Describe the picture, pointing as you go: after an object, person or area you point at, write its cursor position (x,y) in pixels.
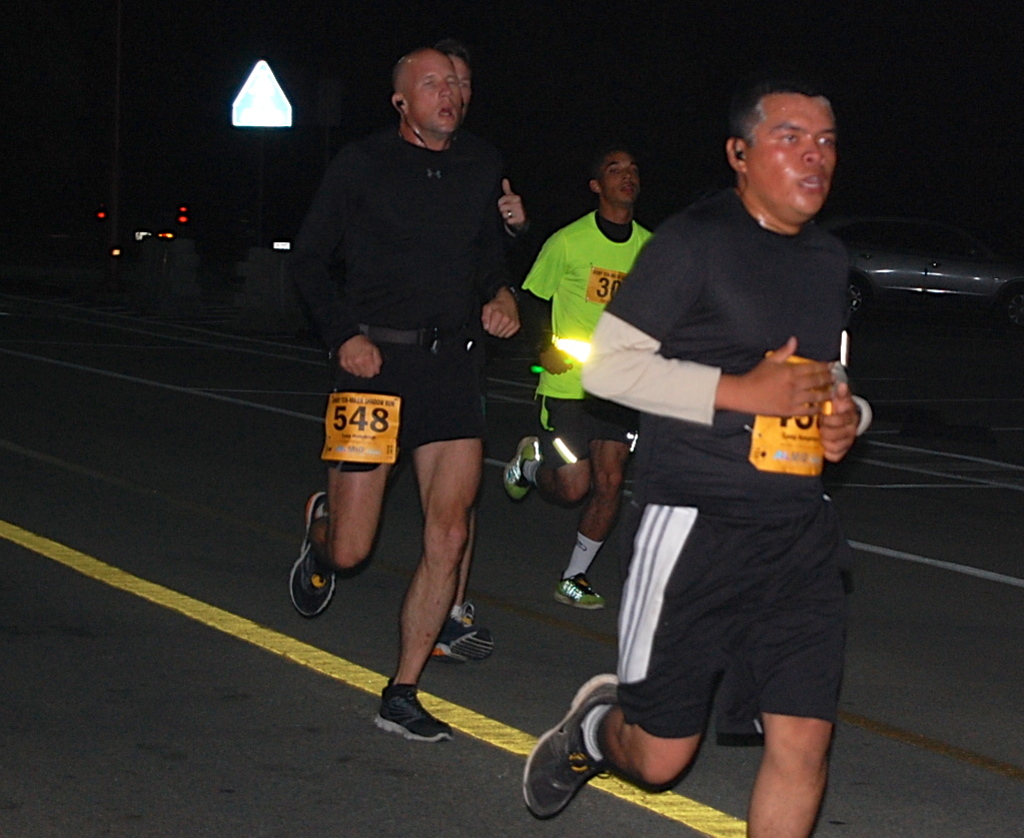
In this picture we can observe four members (558,295) running on the road (148,528). We can observe two men (426,313) were wearing black color T shirts (677,341) and the other man (540,310) was wearing green color T shirt (583,260). We can observe a white color board (258,96) on the left side (260,102). In the background (195,145) it is completely dark. There is a car (914,236) on the right side (902,262).
